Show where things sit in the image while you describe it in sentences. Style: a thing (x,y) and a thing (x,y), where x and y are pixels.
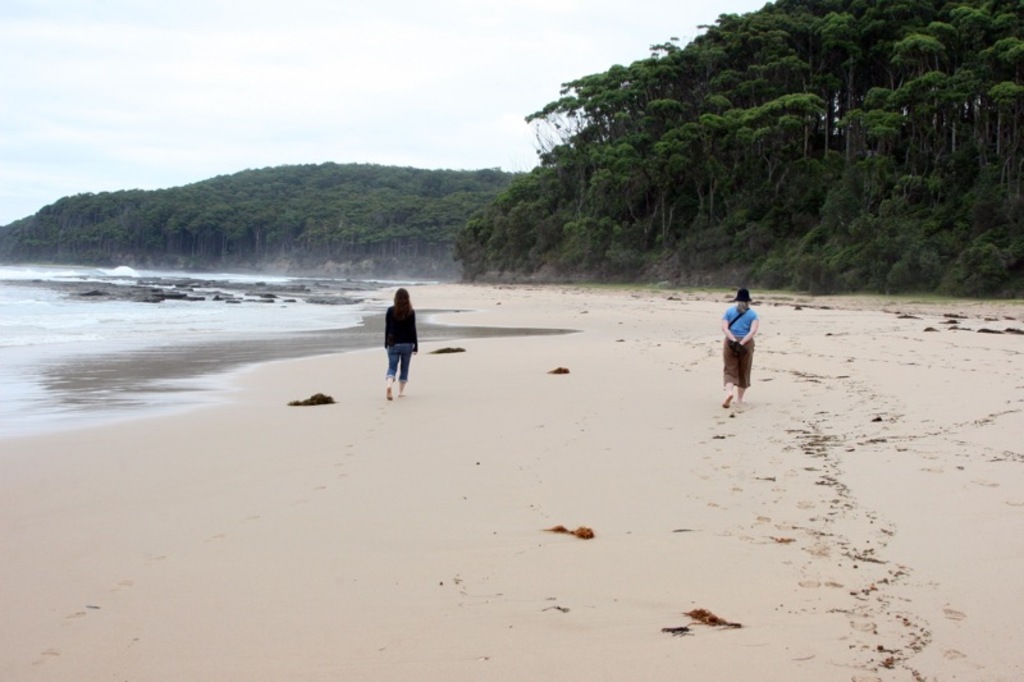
In this image we can see two persons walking on the seashore (481,419) and there are some rocks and we can see some trees (868,101) and at the top (417,71) we can see the sky (348,90).
